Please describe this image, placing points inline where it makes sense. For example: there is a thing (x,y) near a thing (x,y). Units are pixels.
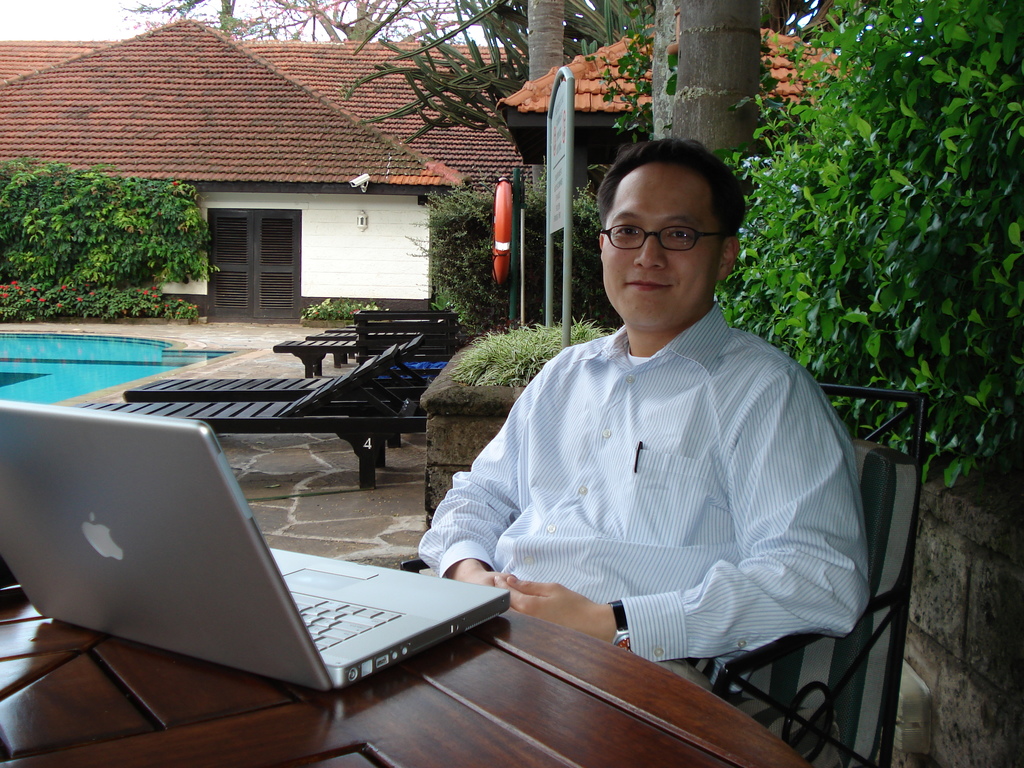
In this picture there is a man (747,648) sitting on the chair (750,675). There is a laptop (336,658) on the table (402,687). There is a bench (221,380) and a swimming pool (66,361). There are some plants (196,189), house (337,192) and a rubber tube (503,248).
